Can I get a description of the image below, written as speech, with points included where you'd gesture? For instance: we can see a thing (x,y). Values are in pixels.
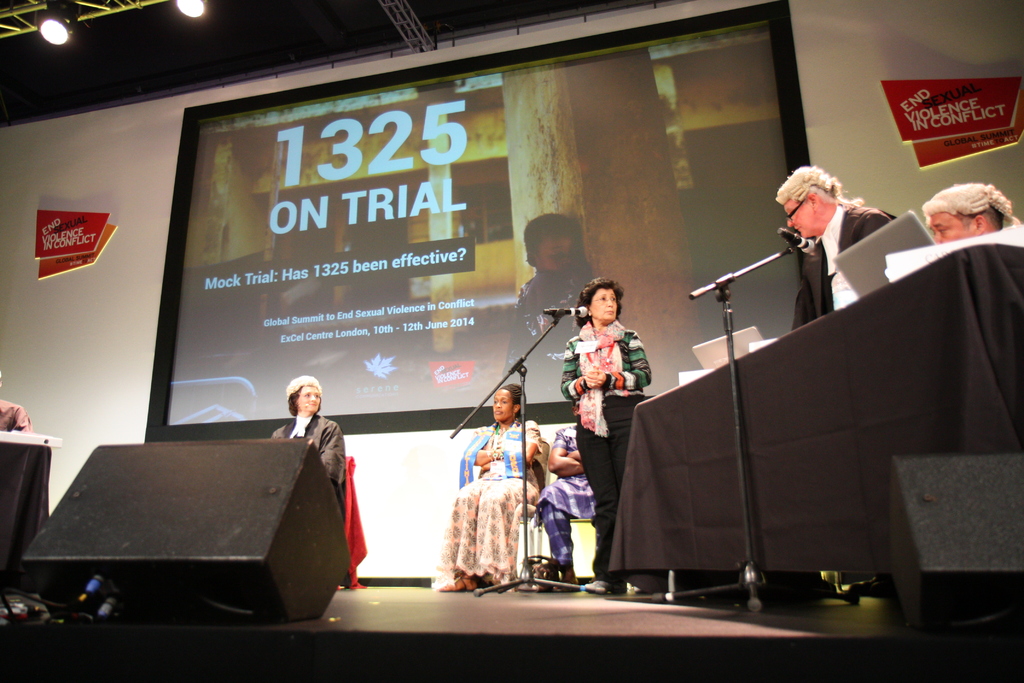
In this image, we can see few people (610,562). Few are sitting and standing. Here we can see a black boxes (248,548), microphones (582,586) with stands (565,584). Background (490,279) we can see screen (461,279), hoardings (983,94). Top of the image (57,25), we can see rods (38,14) and lights (69,33).
